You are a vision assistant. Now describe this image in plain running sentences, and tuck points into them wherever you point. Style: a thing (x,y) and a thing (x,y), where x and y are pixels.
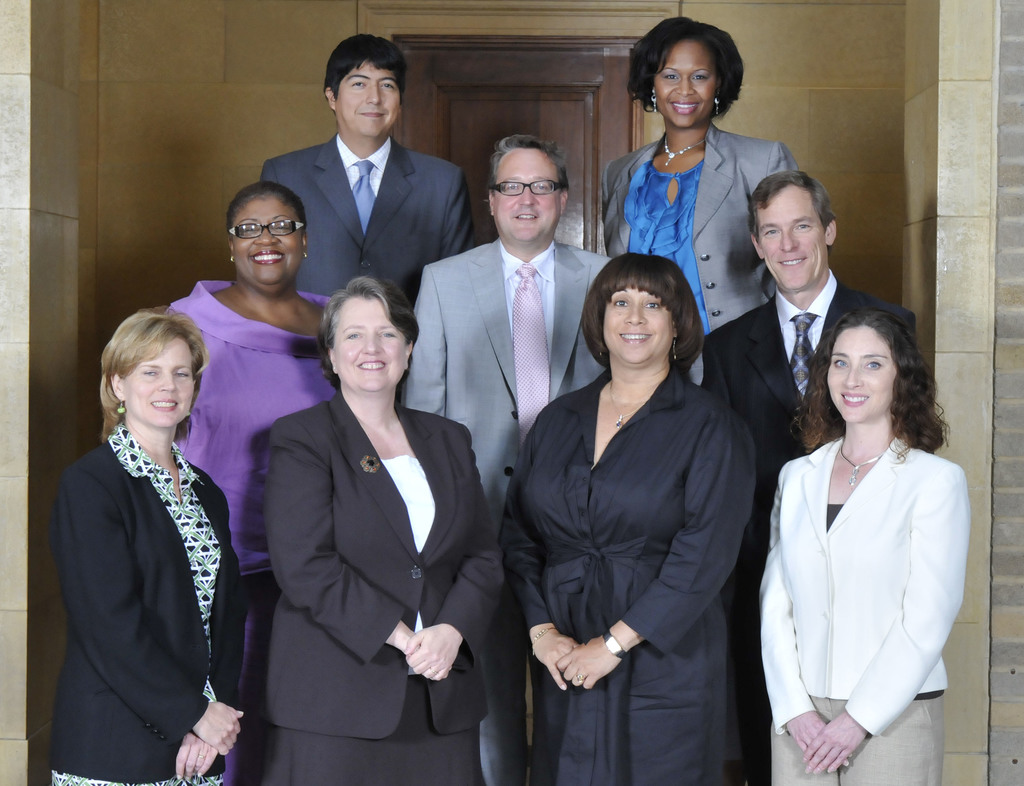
In this picture we can see group of persons (810,483). In the center (490,374) there is a man (547,281) who is wearing suit (500,354), trouser (513,714) and spectacle (537,188). Beside him there is a woman (301,347) who is wearing spectacle (239,236), ear ring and purple color dress (267,374). On the left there is a man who is wearing suit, standing near to the wall (956,286). In the front (659,290) we can see a woman (612,451) who is wearing black dress (716,511) and watch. In the back (666,150) we can see women (724,80) who is wearing earring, locket (680,152), blazer (730,178) and blue dress (648,227), standing near to the door (601,141).
